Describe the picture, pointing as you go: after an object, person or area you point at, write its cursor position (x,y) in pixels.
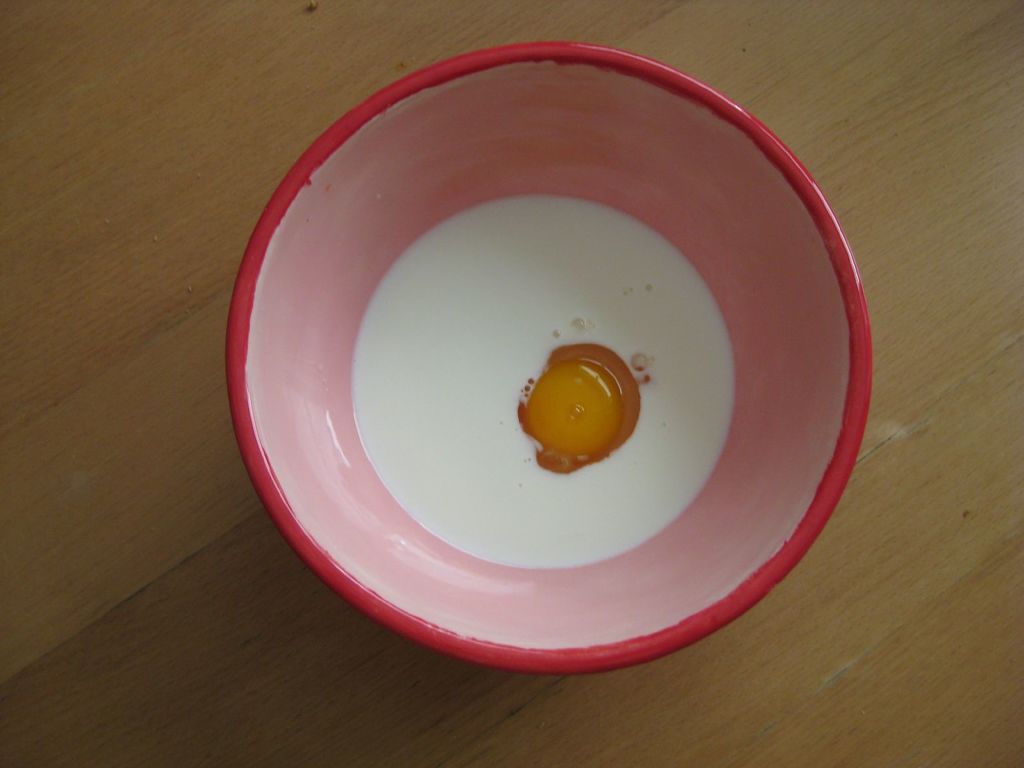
In this picture we can see a bowl (752,541), there is some milk (719,374) and yolk (614,419) present in this bowl (739,512), at the bottom (800,651) there is wooden surface (725,657).
